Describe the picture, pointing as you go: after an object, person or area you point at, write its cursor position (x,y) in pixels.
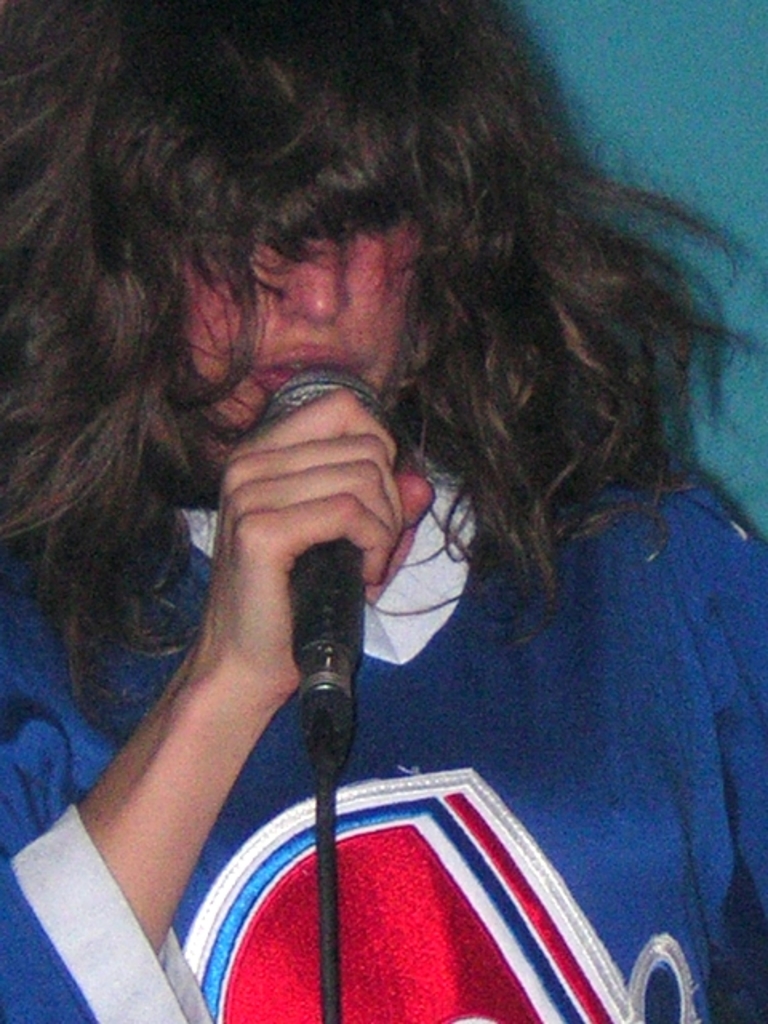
In the center (384,564) we can see one person (331,530) holding microphone (334,648).
